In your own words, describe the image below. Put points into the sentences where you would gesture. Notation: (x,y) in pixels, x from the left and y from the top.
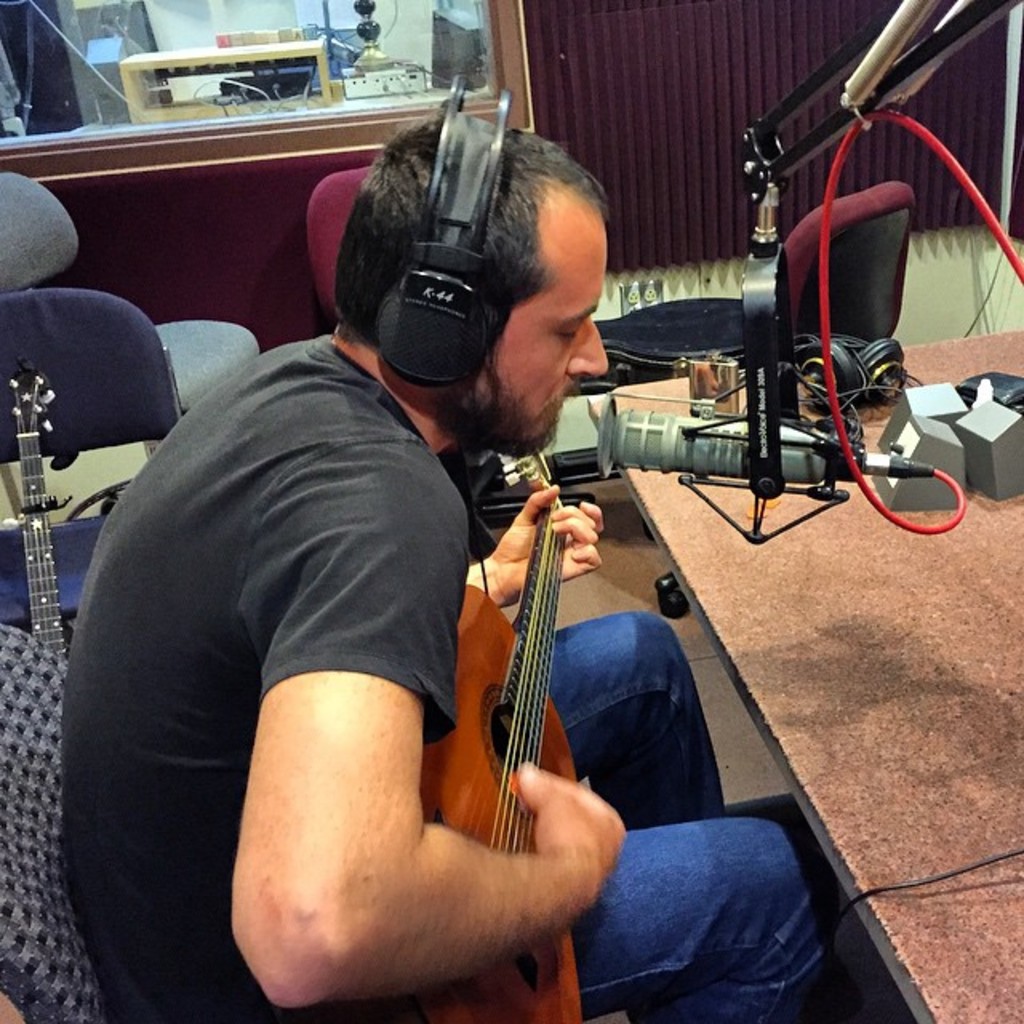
In this picture there is a man (214,398) sitting and playing guitar (512,651). On the right side of the image (759,313) there is a microphone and there is a headphone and there are objects (694,370) on the table (956,641). At the back (844,291) there are chairs (76,404) and there is a guitar (20,419) and there is a glass (340,5), behind the glass (361,53) there are devices (201,59). At the bottom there is a floor (627,532).
